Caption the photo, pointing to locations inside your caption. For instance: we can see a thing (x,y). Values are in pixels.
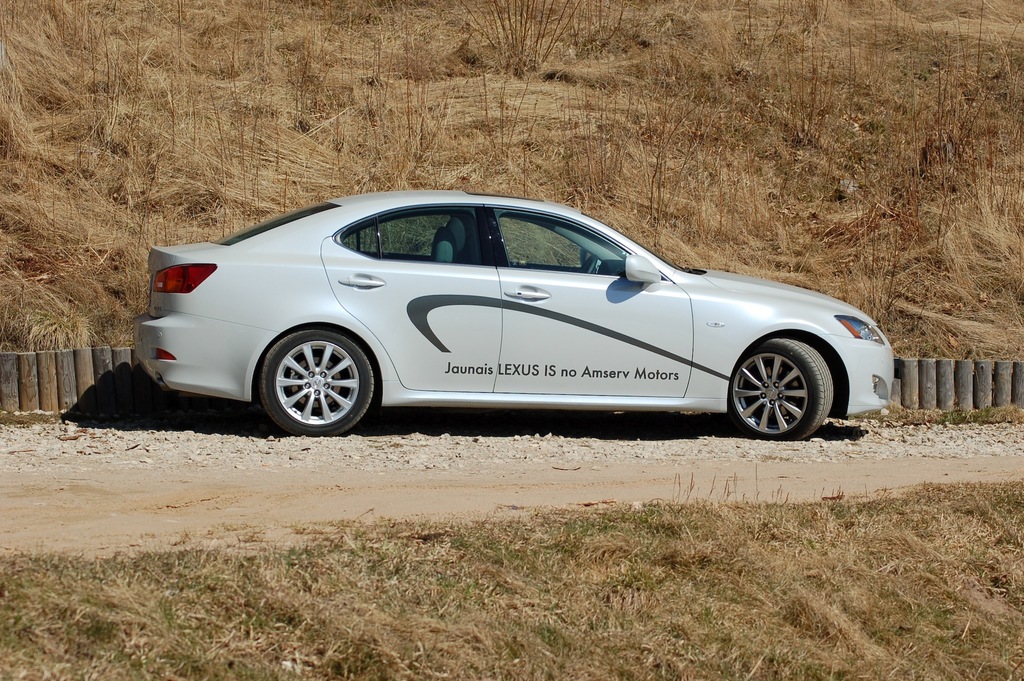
There is a car (416,348) on the road (700,447) as we can see in the middle of this image (580,450). We can see a grassy land (482,580) at the bottom of this image (603,641) and at the top of this image (532,127) as well.
